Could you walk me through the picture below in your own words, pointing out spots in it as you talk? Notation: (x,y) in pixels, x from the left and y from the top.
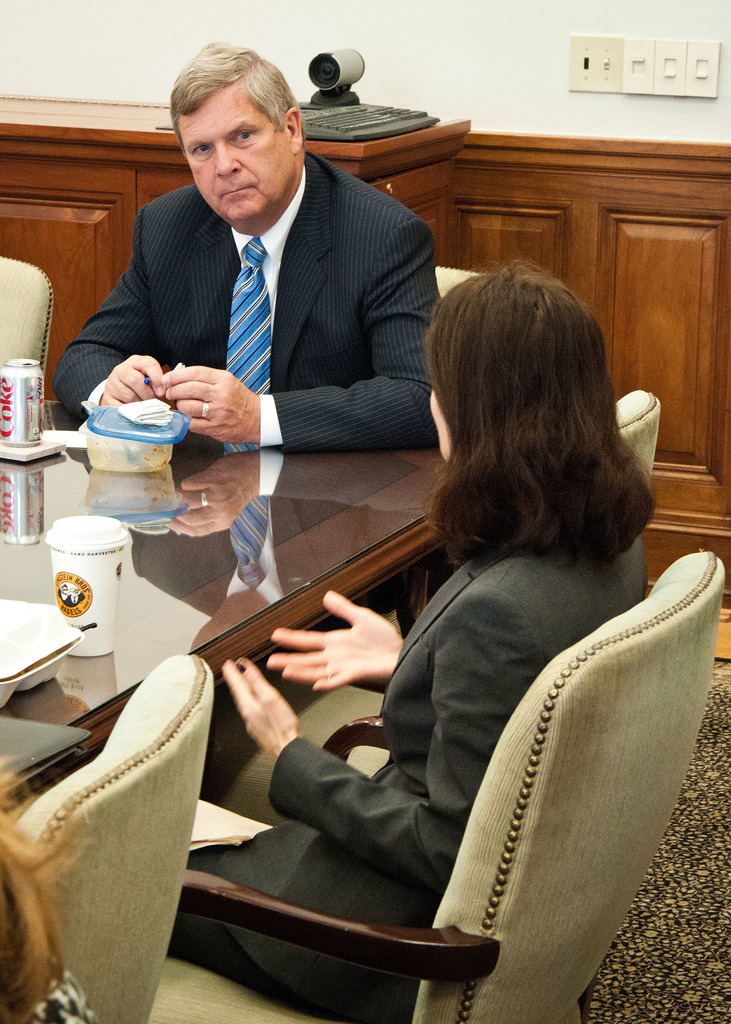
In this image I can see two persons (376,401) are sitting on the chairs (359,744) beside the table (276,627). One is man (353,288) another one is woman (566,582). The man (417,306) is wearing black color suit (366,286) and looking at the woman (453,716). On the left corner (212,607) there is a table (282,546). On the table (96,487) coke tin (24,402), box (170,452), cup (115,539) are placed. In the background (508,185) I can see a wall (462,63). On the cabinet (420,137) there is a web camera (328,79).
